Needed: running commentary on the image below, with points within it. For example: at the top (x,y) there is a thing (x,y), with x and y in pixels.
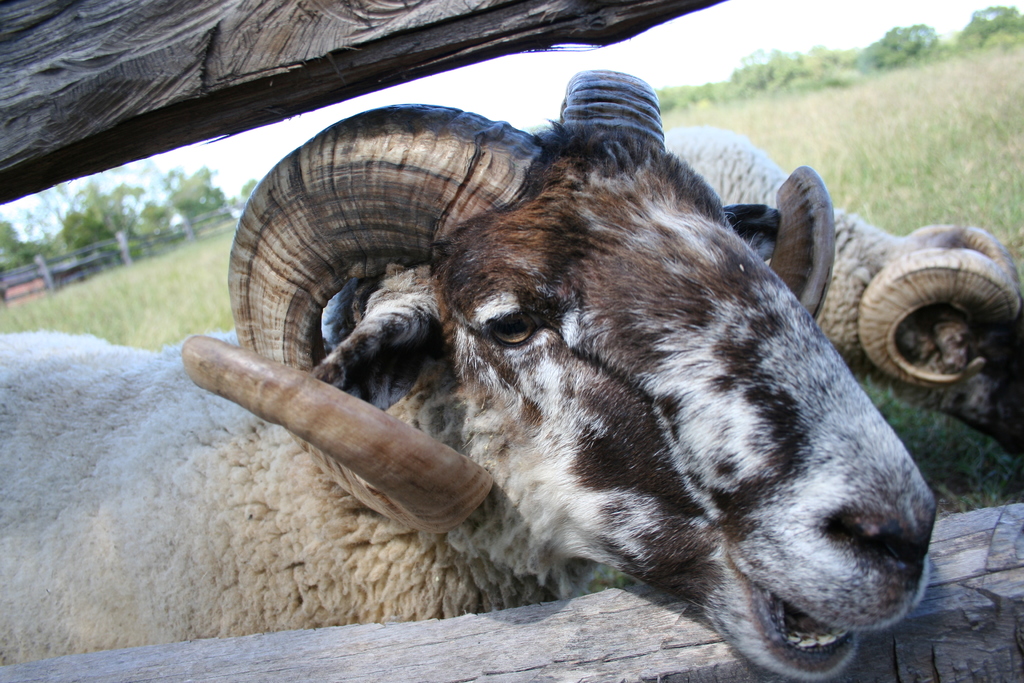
In this image we can see sheep (366,397). In the background (198,251) there are grass (889,125), trees (795,65), sky (512,86) and wooden fence (70,253).
